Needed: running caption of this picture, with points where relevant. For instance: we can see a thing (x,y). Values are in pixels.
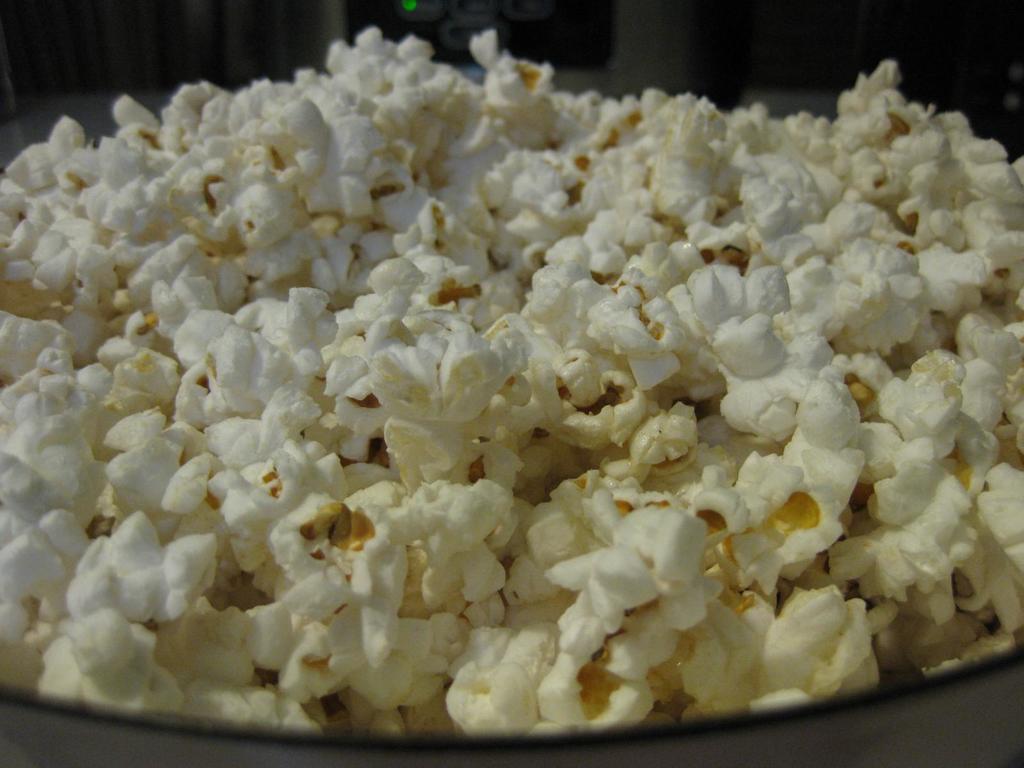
In this picture we can see popcorn (379,258) which are present in a bowl (811,724).
